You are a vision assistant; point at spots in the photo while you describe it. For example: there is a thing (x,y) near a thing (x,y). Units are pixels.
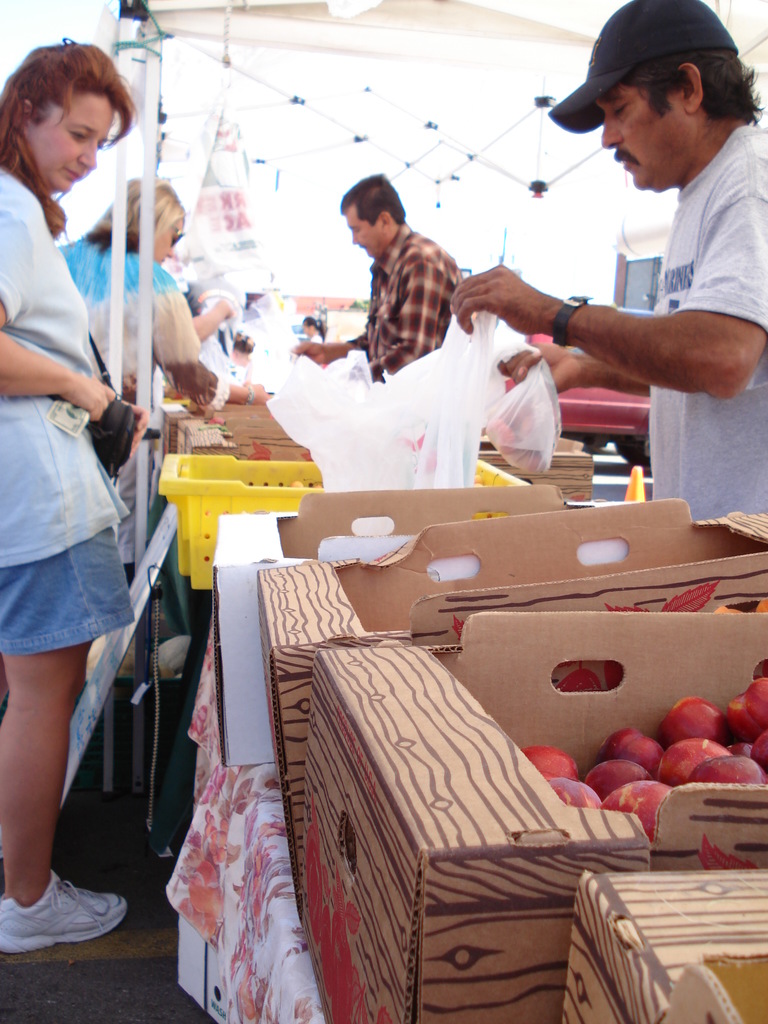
In this image there are boxes (375,589) of apples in the middle (469,662) and there are sellers (310,349) on the right side (670,253) who are selling the apples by keeping it in the cover (357,425). On the left side (47,362) there are two women (47,362) who are looking at the apples (560,749). At the top (328,23) there is tent (386,61).
